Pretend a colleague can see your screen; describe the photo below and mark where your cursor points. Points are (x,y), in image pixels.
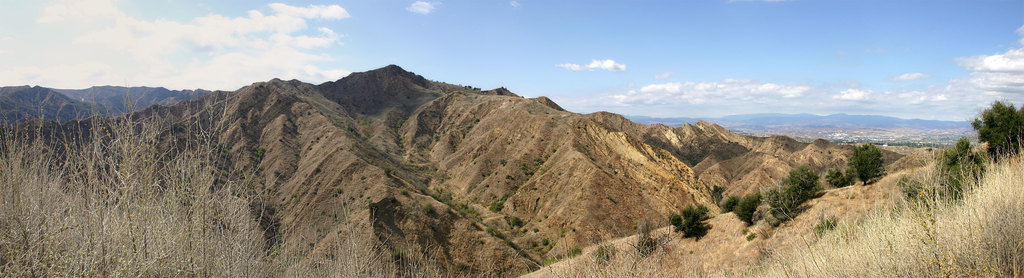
This is the picture of a mountain (524,145). In this image there are mountains (695,181) and there are trees (866,176) on the mountains (684,179). At the top (772,49) there is sky (789,44) and there are clouds (971,88).
